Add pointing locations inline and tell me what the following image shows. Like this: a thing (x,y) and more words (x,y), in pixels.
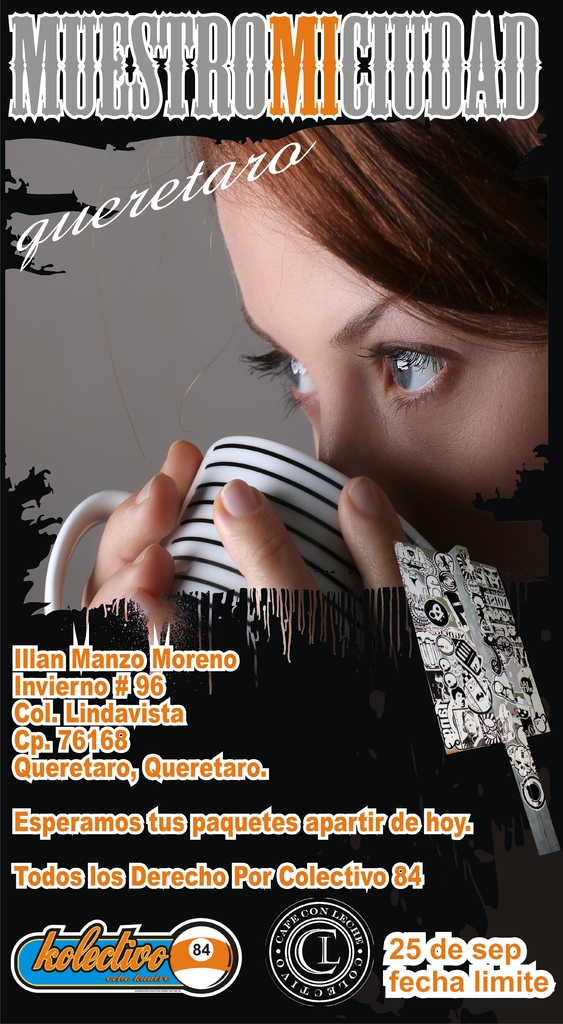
In this image in the front (227,574) there is text (110,869) and there is a person (229,530) holding cup (343,577).
